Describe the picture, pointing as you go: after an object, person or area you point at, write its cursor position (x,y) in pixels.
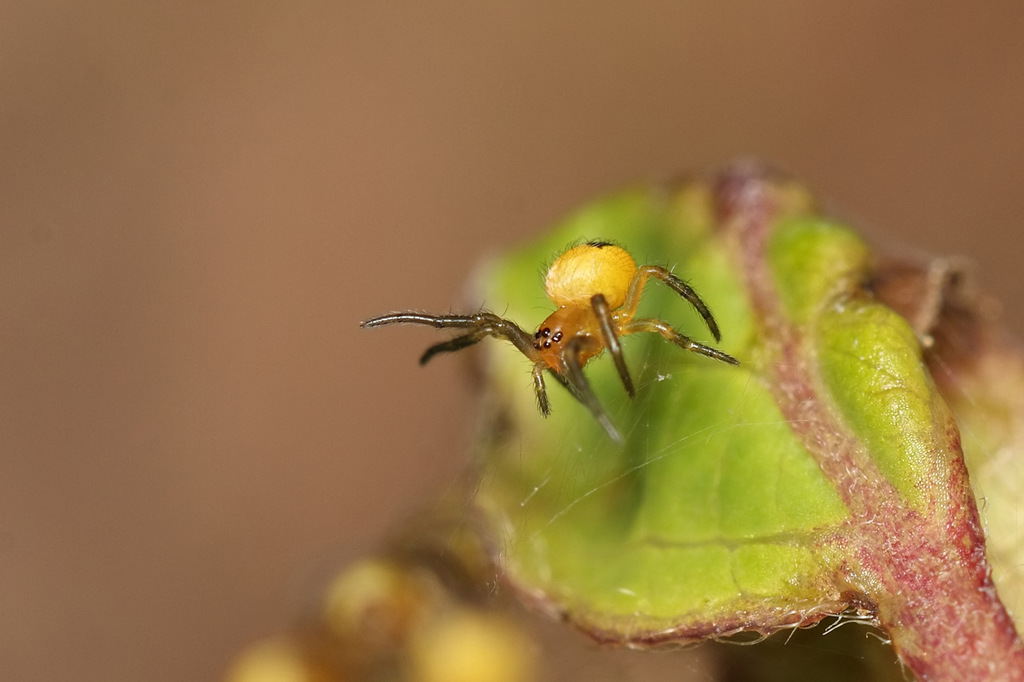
In this image in front (588,547) there is an insect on the leaf (603,550). In the background of the image (423,333) there is a wall (120,378).
